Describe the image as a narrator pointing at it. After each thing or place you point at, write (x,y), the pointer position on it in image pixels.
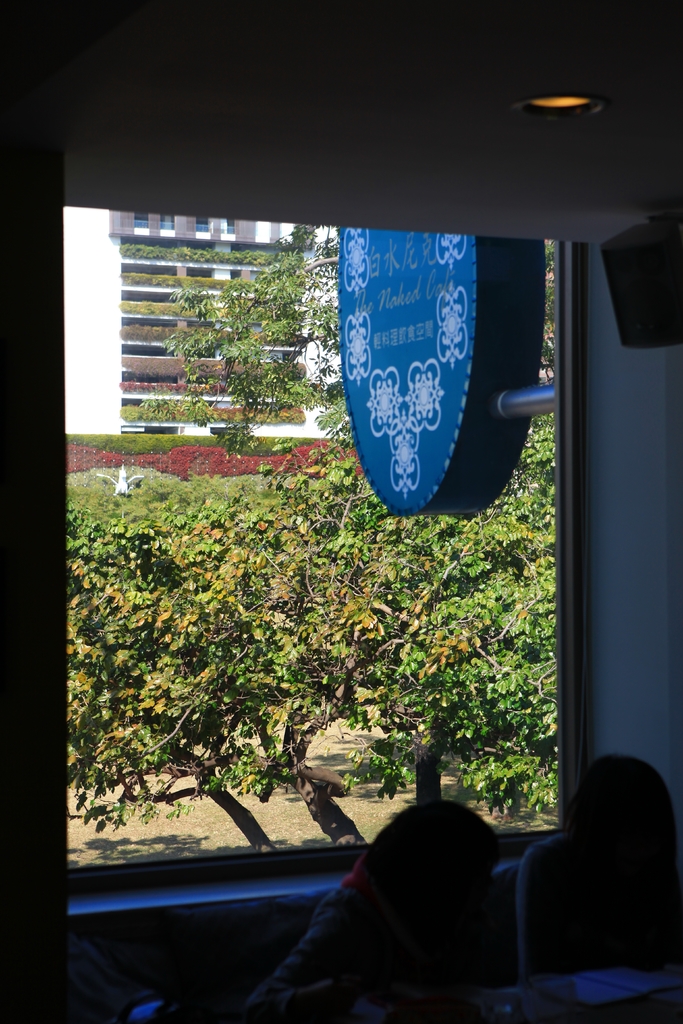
In this picture we can see there are two people (471,892) sitting and in front of the people (569,909) there is an object (534,1011). Behind the people (409,837) there is a glass window (327,603), board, trees (320,579), plants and a building (114,389).
